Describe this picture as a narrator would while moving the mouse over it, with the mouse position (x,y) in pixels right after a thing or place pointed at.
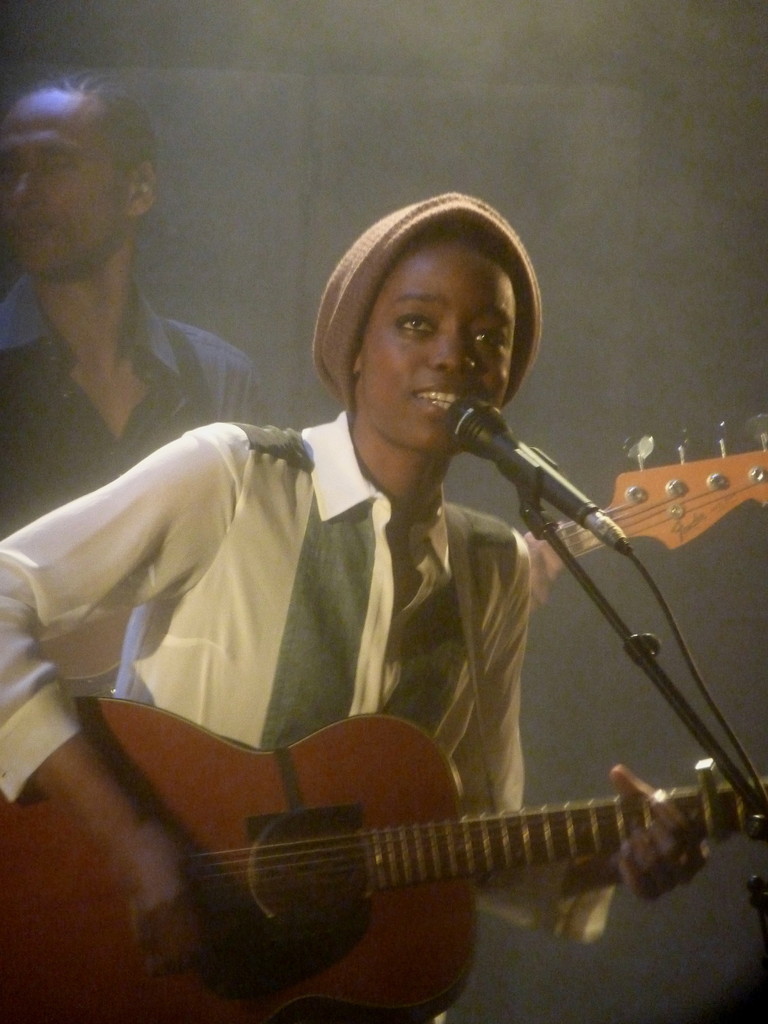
In this picture the woman (428,488) is singing and playing a guitar (449,792) in the background (138,375) there is a man (97,340) standing.
